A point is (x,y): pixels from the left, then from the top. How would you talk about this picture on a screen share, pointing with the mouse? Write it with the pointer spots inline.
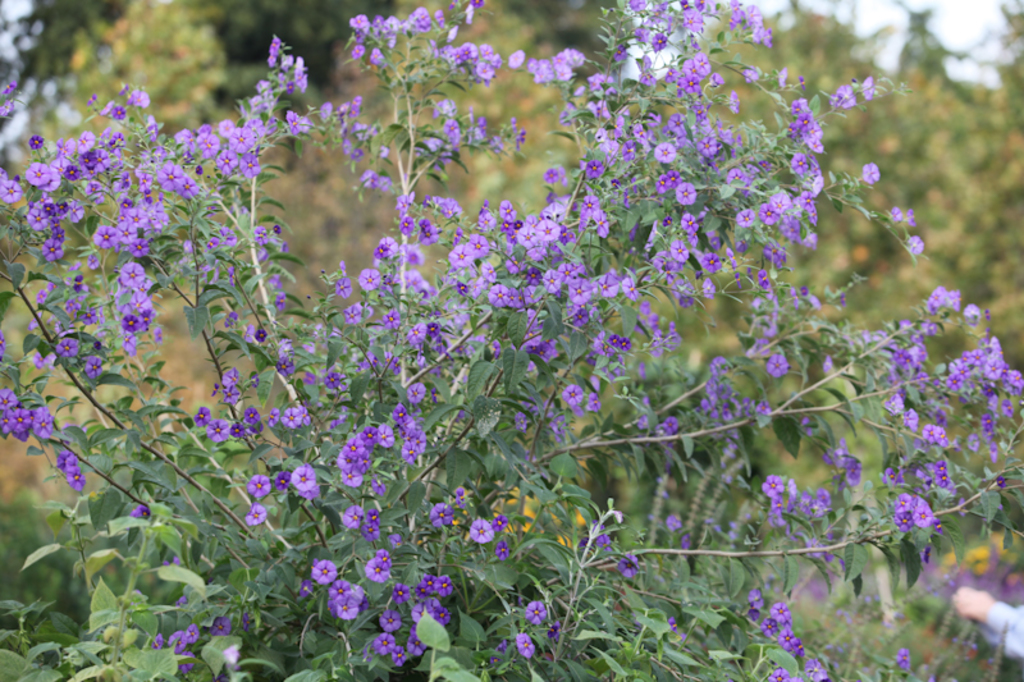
In this image I can see the flowers (460,416) on the plants (530,553).
